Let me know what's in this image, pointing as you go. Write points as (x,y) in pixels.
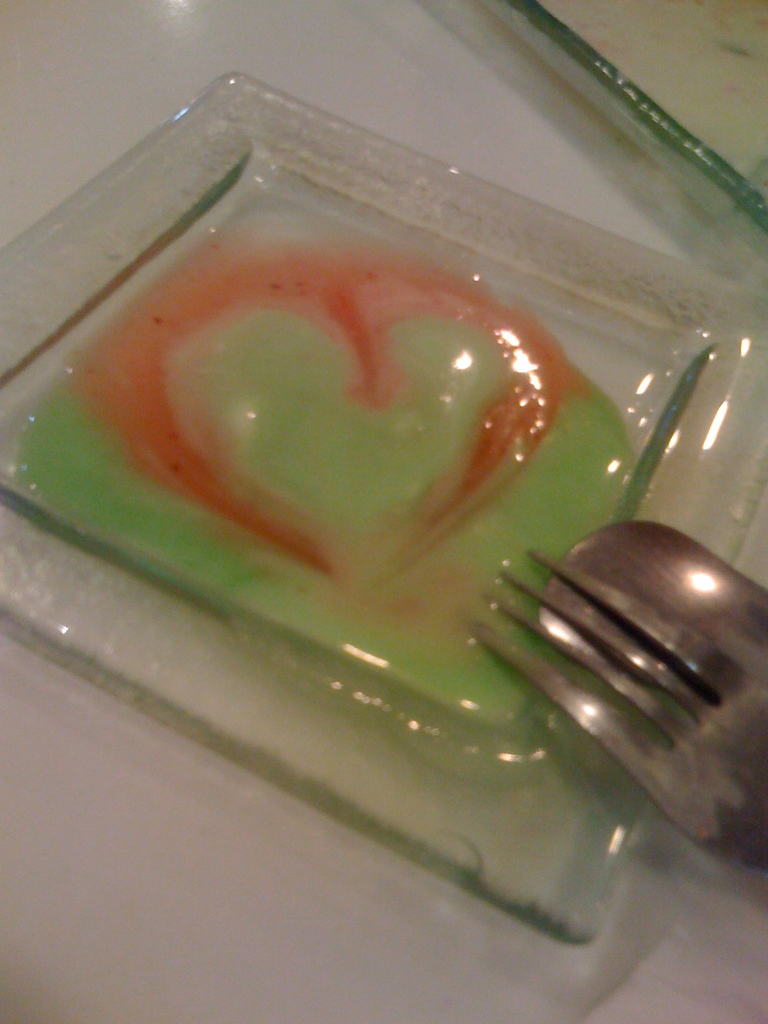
In the picture we can see a white color surface (104,798) on it, we can see a square shaped glass plate (728,365) with red and green color sauce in it and near it we can see a part of fork (635,663) and spoon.
